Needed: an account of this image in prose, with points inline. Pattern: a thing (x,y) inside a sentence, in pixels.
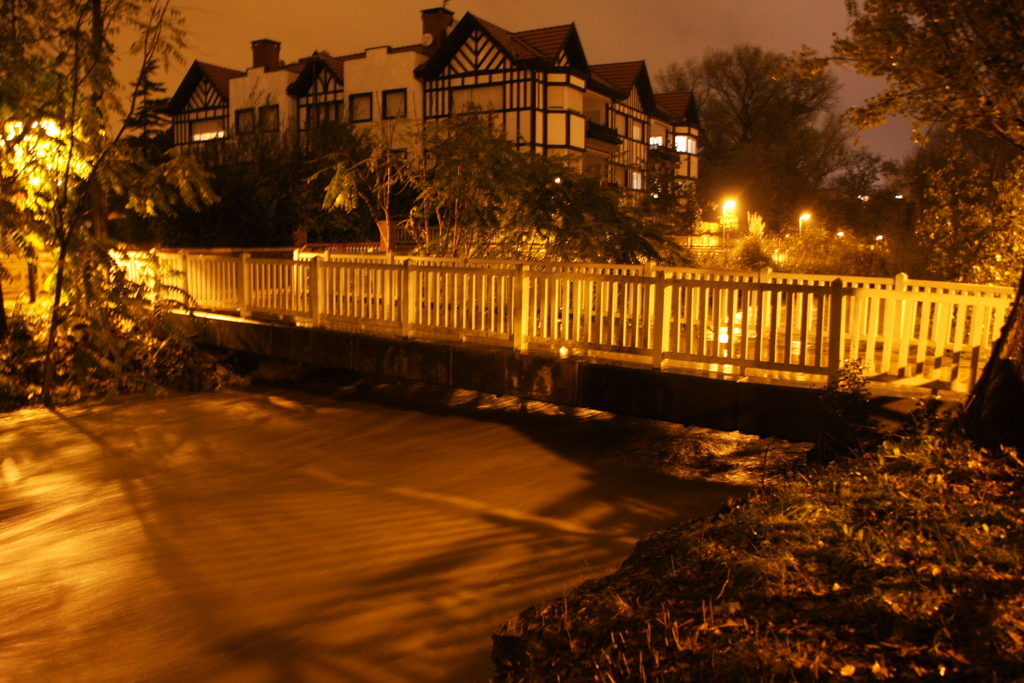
There is a bridge (584,317) with railings (519,309). There are trees (627,210). In the back (551,133) there is a building (386,95). Also there are lights (731,198).
